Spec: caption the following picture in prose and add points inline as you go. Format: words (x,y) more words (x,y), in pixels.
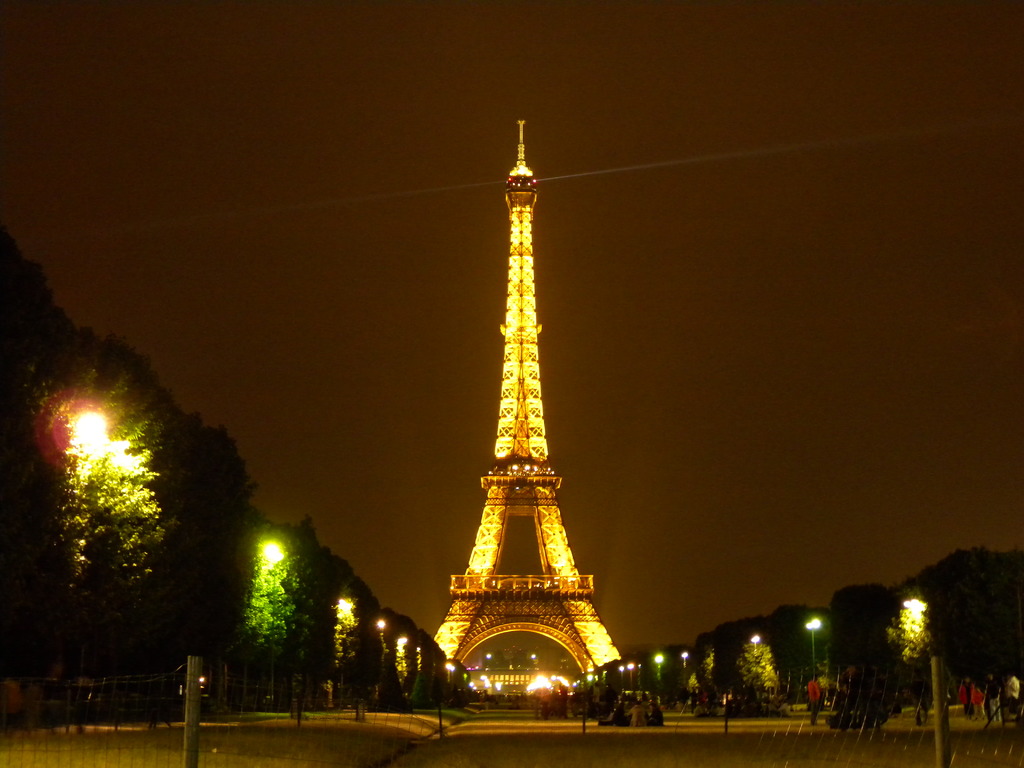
In the picture there is a tower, there are trees (161,540), there are poles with the lights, there are many people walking on the roads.
